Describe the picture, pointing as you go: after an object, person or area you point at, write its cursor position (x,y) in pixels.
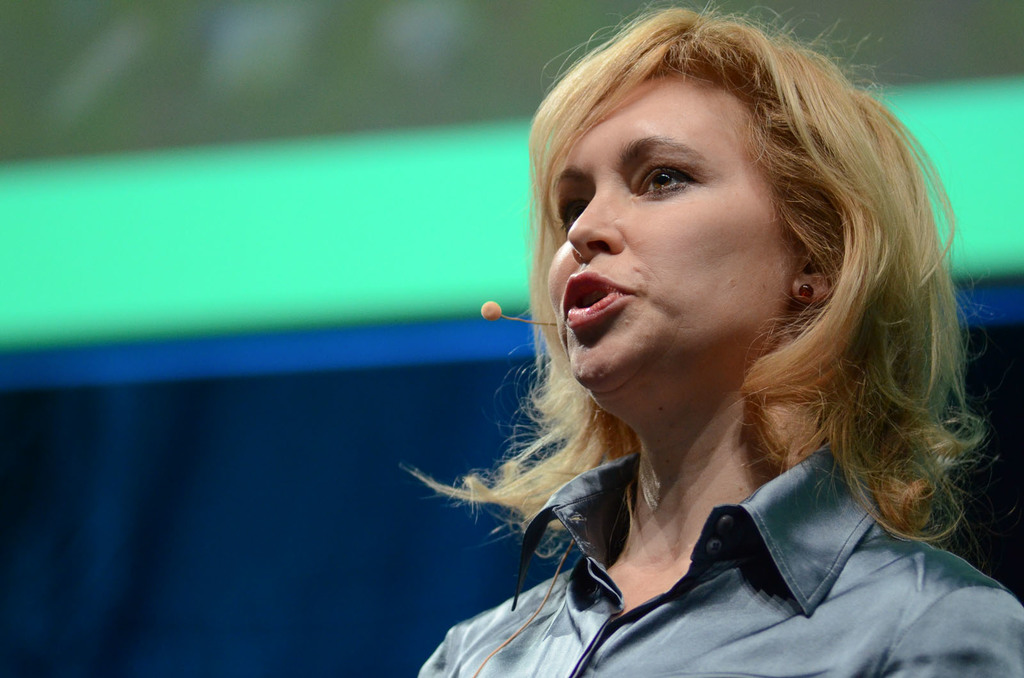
In this image I can see the person (761,632). Background (362,271) is in blue, white and green color.
